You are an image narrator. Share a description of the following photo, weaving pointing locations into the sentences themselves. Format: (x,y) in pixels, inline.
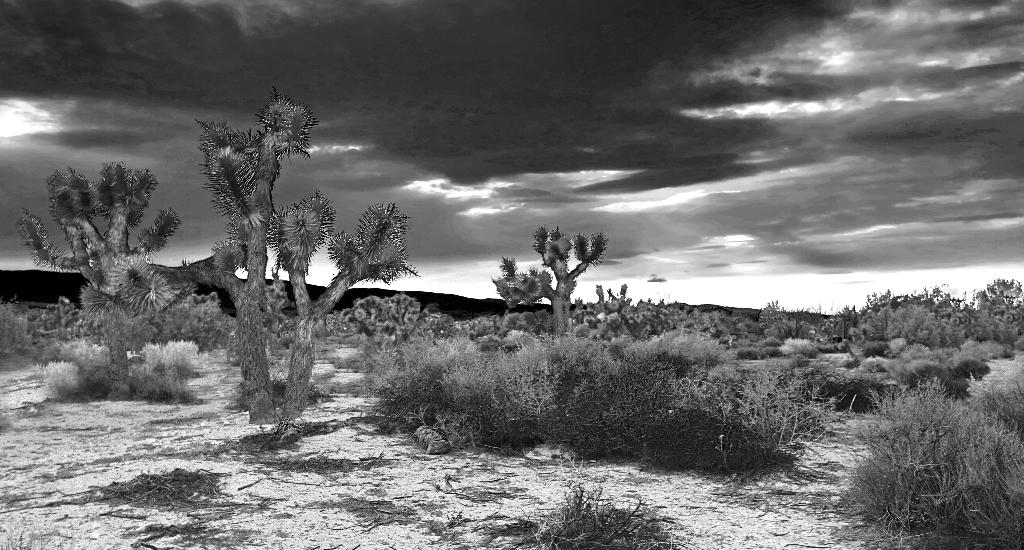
In this image I can see many trees (354,312) and the plants (650,391) on the ground (232,395). In the back (412,198) I can see the clouds (605,155) and the sky (655,257).
